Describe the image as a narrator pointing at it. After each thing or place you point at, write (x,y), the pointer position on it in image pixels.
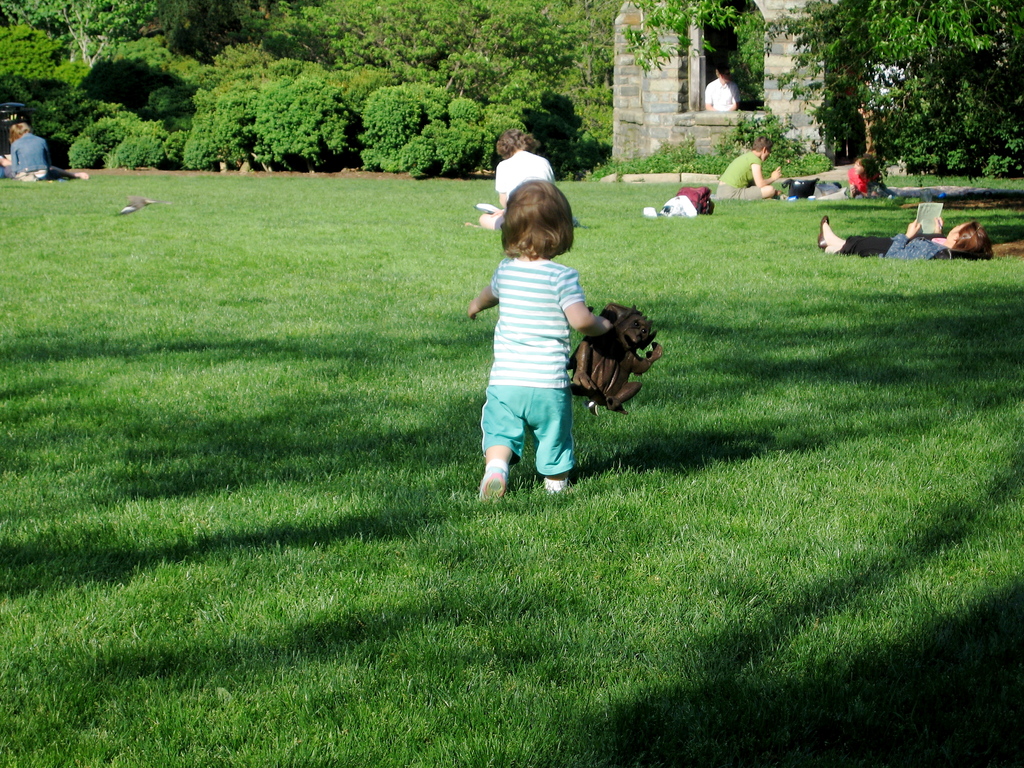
There is a small girl (496,336), it seems like holding a toy (615,347) in the foreground area of the image (571,383) on the grassland (631,193), there are people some are sitting and a woman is lying on the grassland (442,182), it seems a man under an arch (804,110) and greenery (802,77) in the background (594,75).
